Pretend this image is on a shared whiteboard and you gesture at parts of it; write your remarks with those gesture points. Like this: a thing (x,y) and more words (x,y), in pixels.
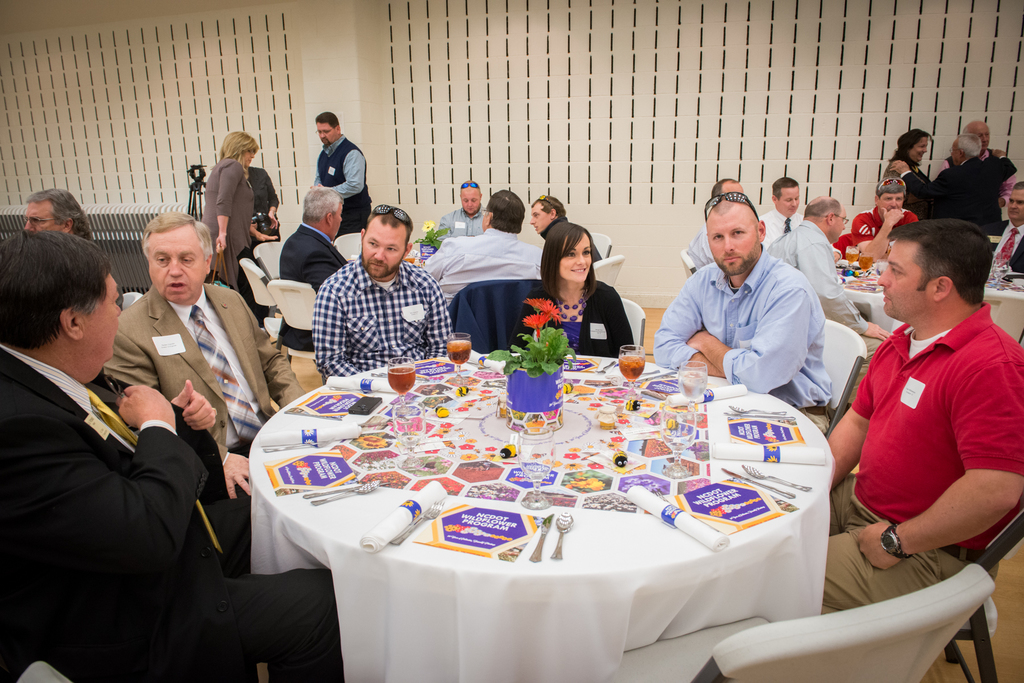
People (316,262) are sitting in groups around tables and discussing among themselves.
